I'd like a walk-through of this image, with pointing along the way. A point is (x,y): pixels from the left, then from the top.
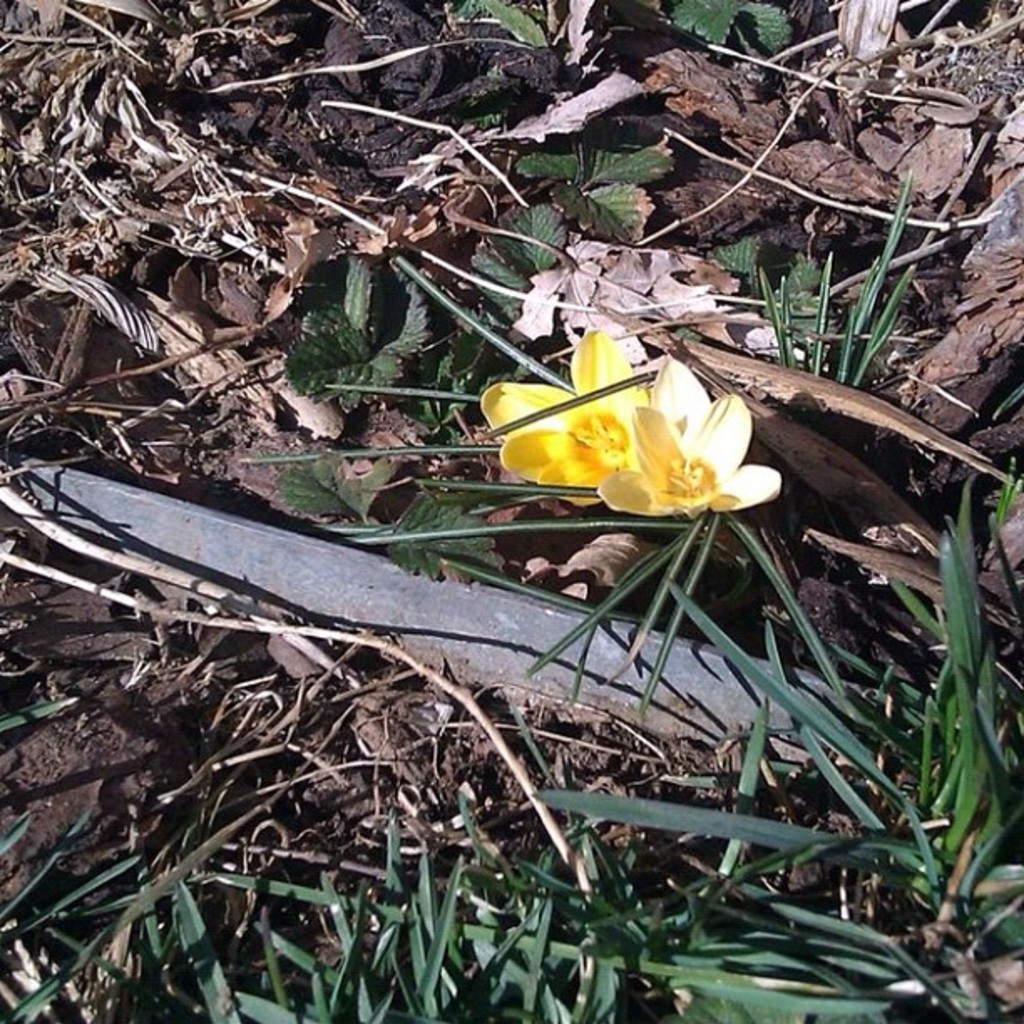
In this image there are two flowers (611,438) on the ground (886,810). At the bottom (686,919) there are plants (882,830). Beside the flowers (560,448) there are leaves (847,741). On the ground (282,257) there is sand (373,707).
